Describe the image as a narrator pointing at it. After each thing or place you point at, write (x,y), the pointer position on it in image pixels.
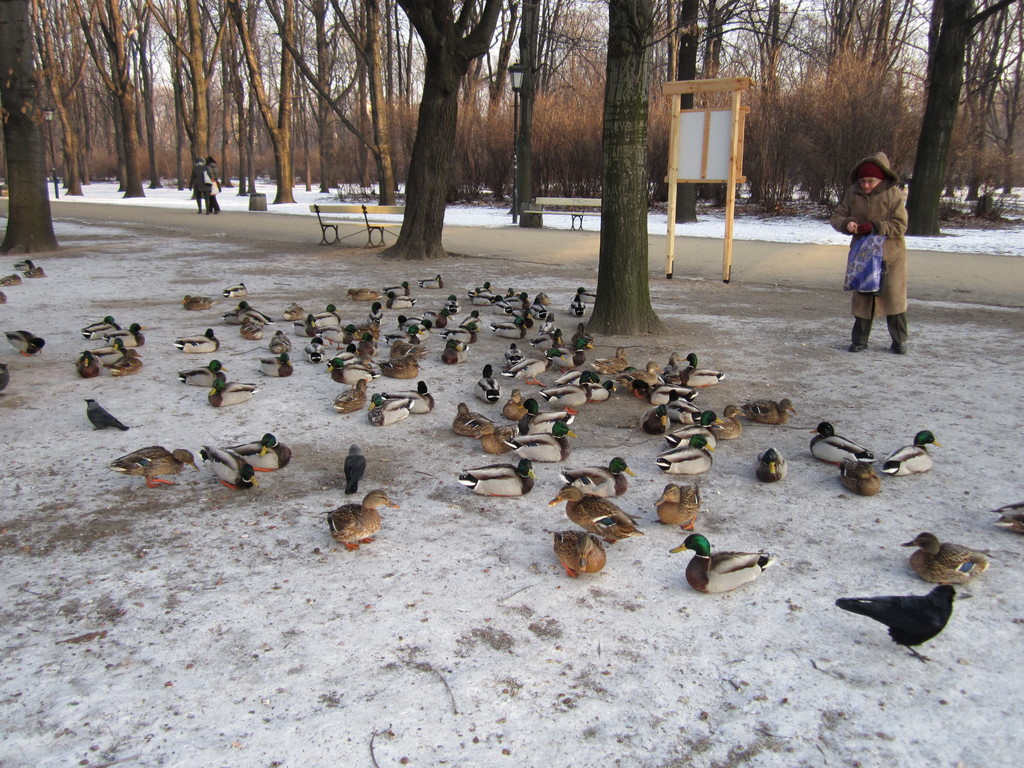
In this picture we can see birds (828,453) on the ground (428,616), here we can see people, benches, poles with lights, wooden object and in the background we can see trees (1012,29), snow (835,330), sky (1020,12).
